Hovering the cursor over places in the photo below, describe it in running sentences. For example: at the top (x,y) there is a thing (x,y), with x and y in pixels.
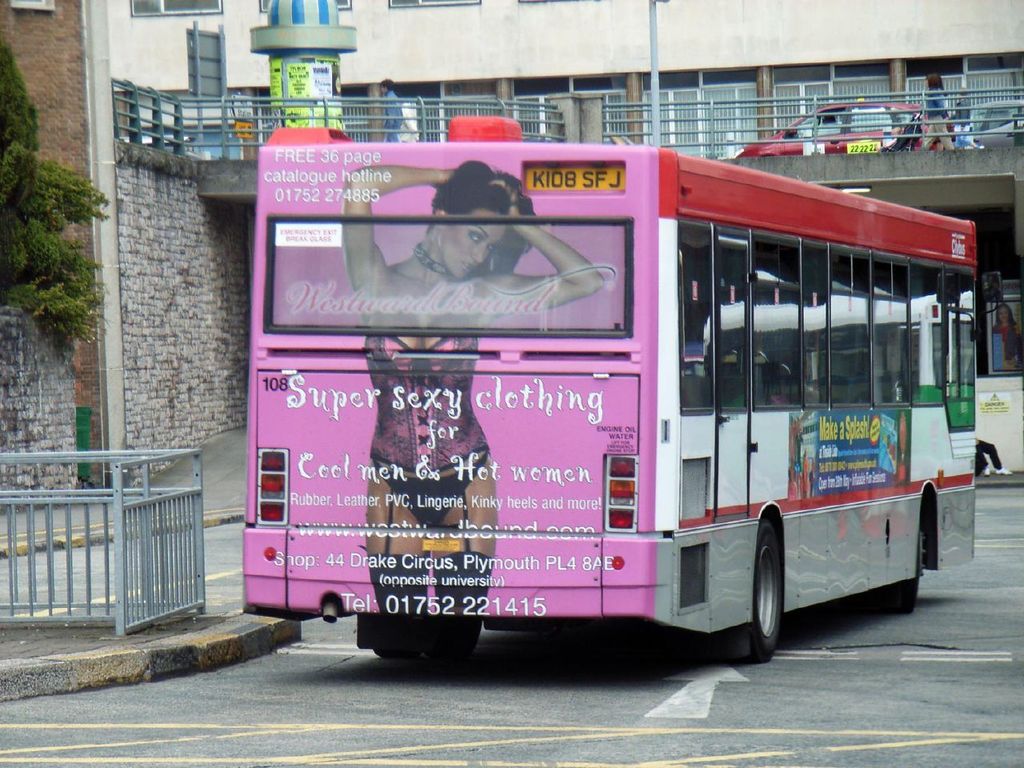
In this picture there is a bus (321,307) in the center of the image (522,317) and there is a bridge (521,103) at the top side of the image (848,146), on which there are cars (864,132) and there is a tree (14,261) on the left side of the image (24,287).
